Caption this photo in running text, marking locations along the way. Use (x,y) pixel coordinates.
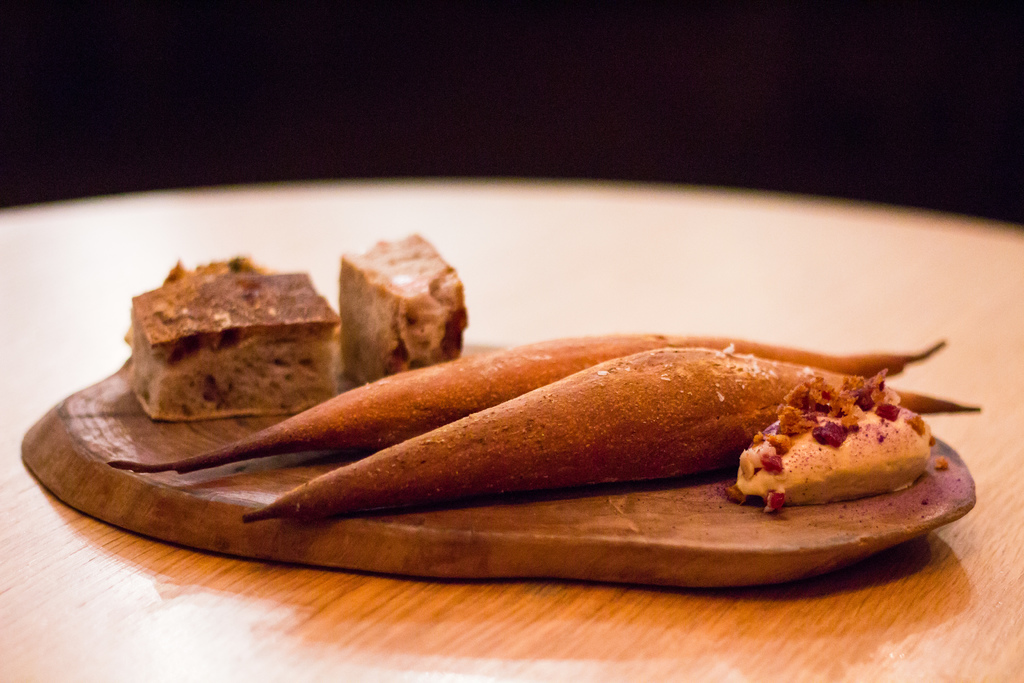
In this image we can see the food items (408,464) on the wooden surface (693,489) which is on the wooden table (282,593) and the background (54,12) is in black color.
